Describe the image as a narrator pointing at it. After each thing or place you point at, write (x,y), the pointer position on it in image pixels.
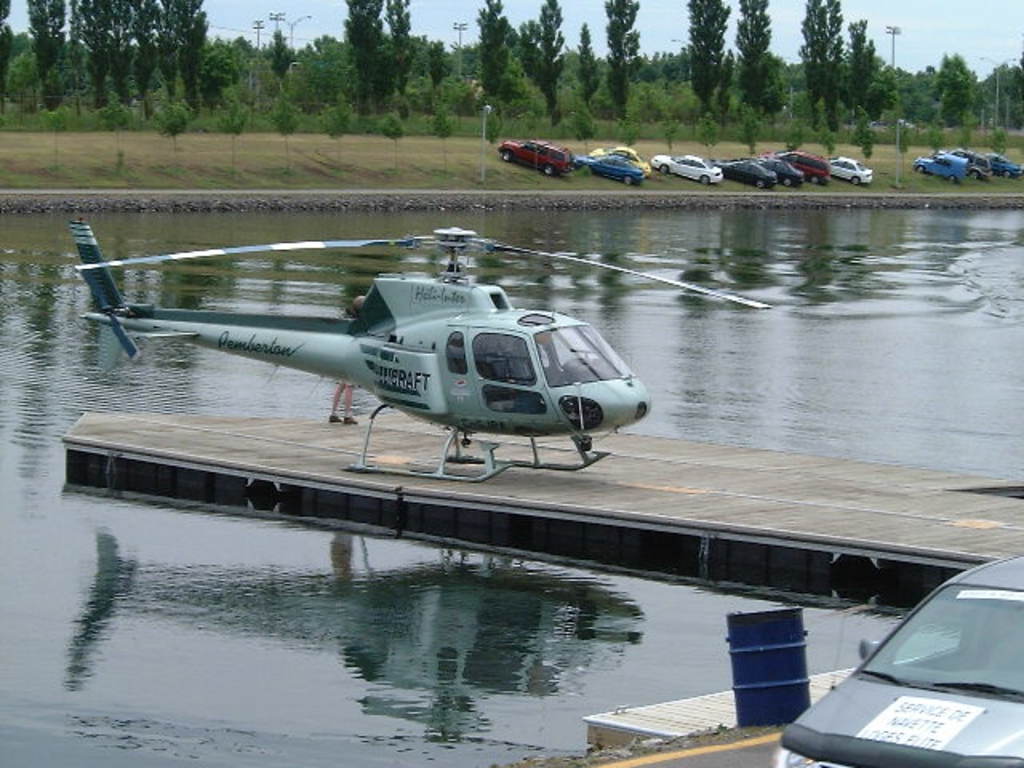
In this picture we can see a helicopter (401,344) and a person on the pier (596,437). Behind the helicopter (444,313) there is water (661,245), vehicles (698,159), poles (900,125), trees (706,77) and the sky (595,23). At the bottom right corner of the image (836,741), there is another vehicle (858,719) on the road (735,752) and a barrel (757,664).
